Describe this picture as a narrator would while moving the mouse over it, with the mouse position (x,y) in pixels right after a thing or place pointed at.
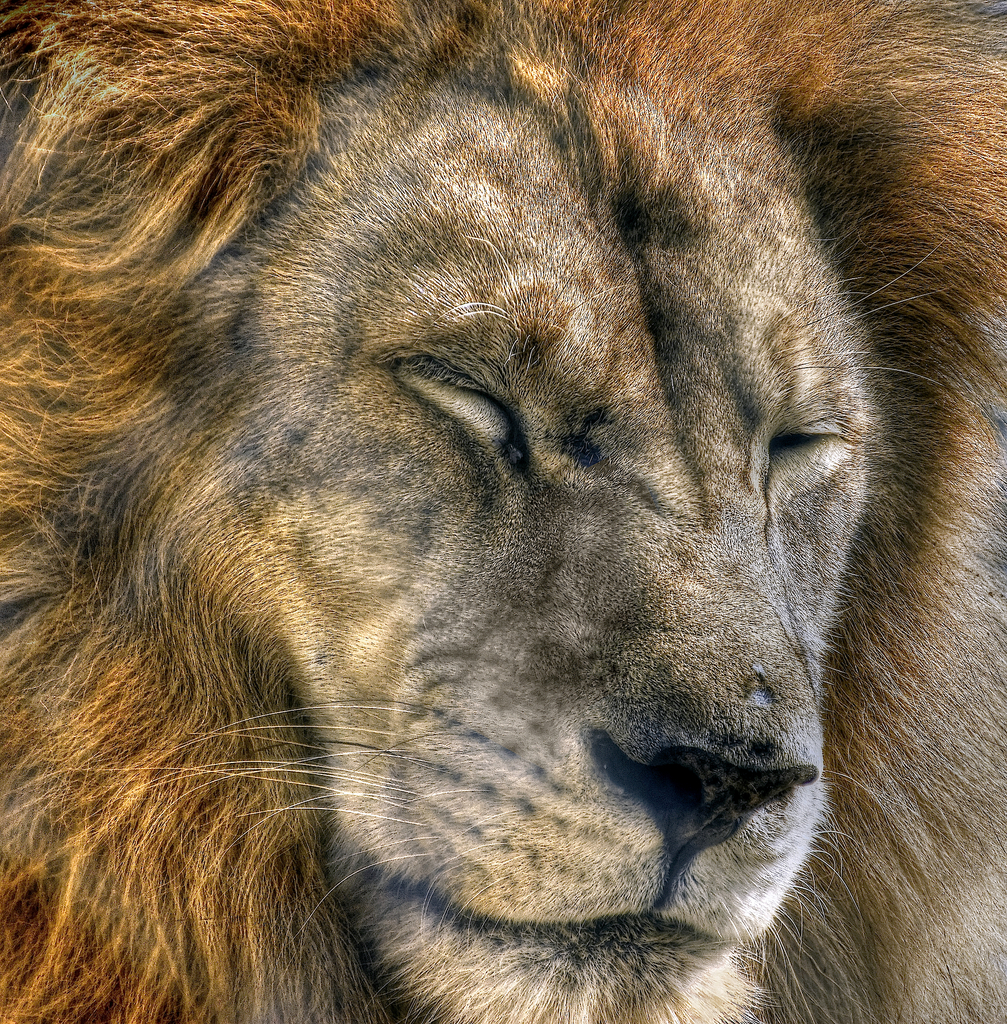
In this image there is a face (318,655) of a lion (462,628).
